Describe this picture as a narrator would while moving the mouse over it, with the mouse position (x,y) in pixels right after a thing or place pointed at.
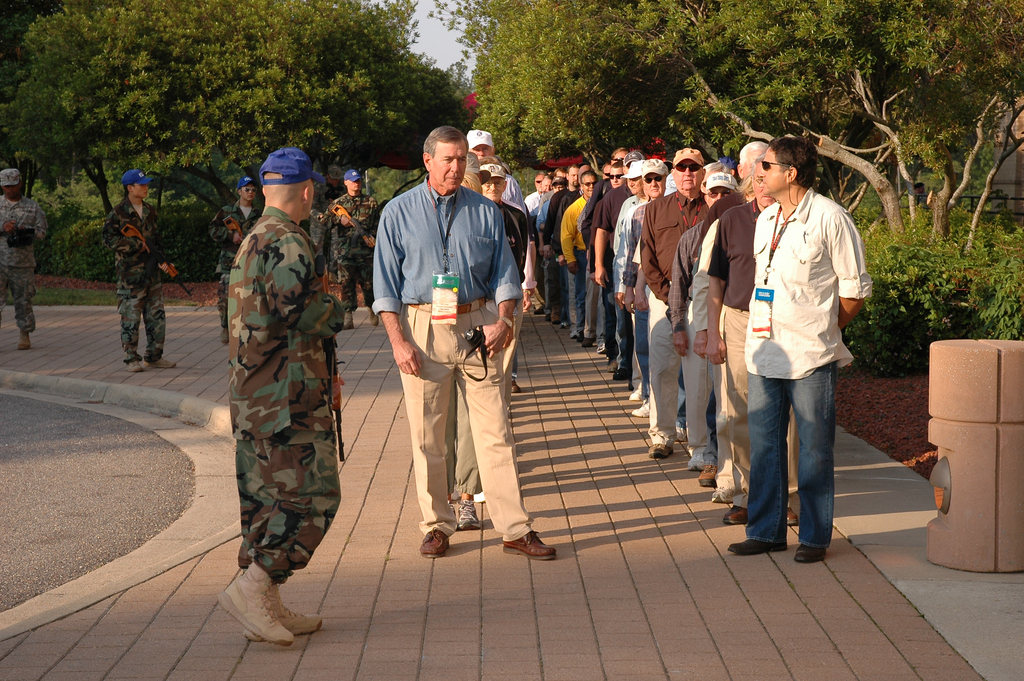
In this image there are few people (612,308) standing on the floor (692,478) in the line. In the background (705,115) there are trees (544,18). On the left side (225,313) there are few military officers (225,313) who are standing on the floor (312,583) by holding the guns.
